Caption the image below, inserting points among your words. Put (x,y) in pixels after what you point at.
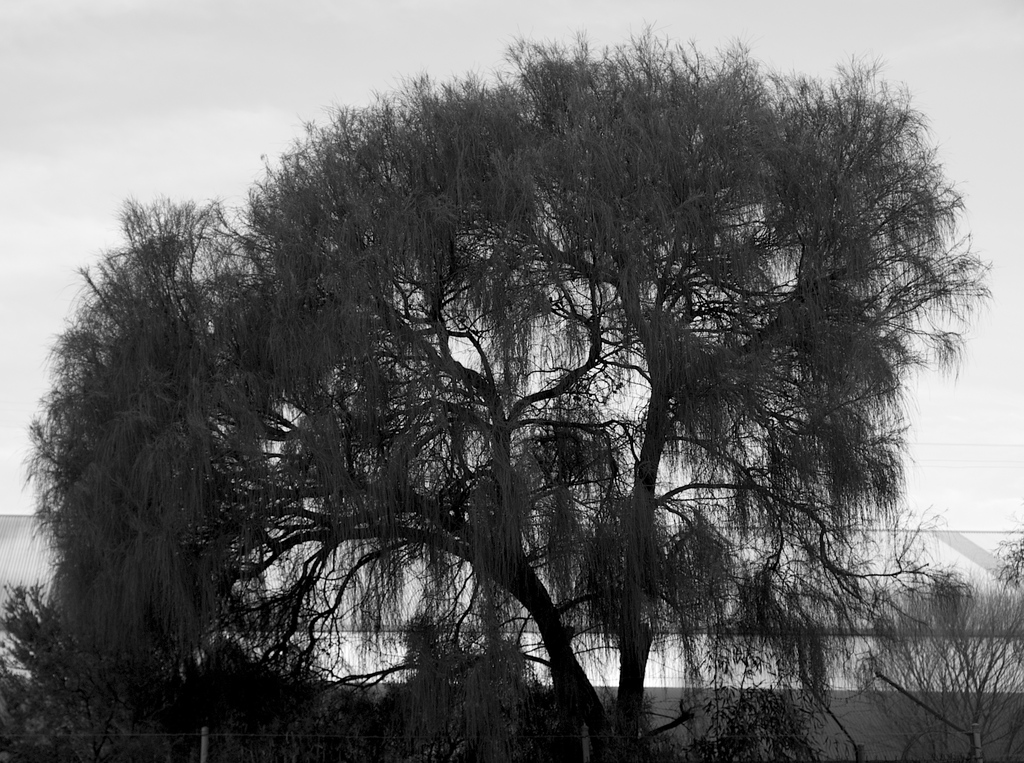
This is a black and white image. In this image we can see trees (439,571), plants (179,733), fence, building (714,685) and sky (136,42).
